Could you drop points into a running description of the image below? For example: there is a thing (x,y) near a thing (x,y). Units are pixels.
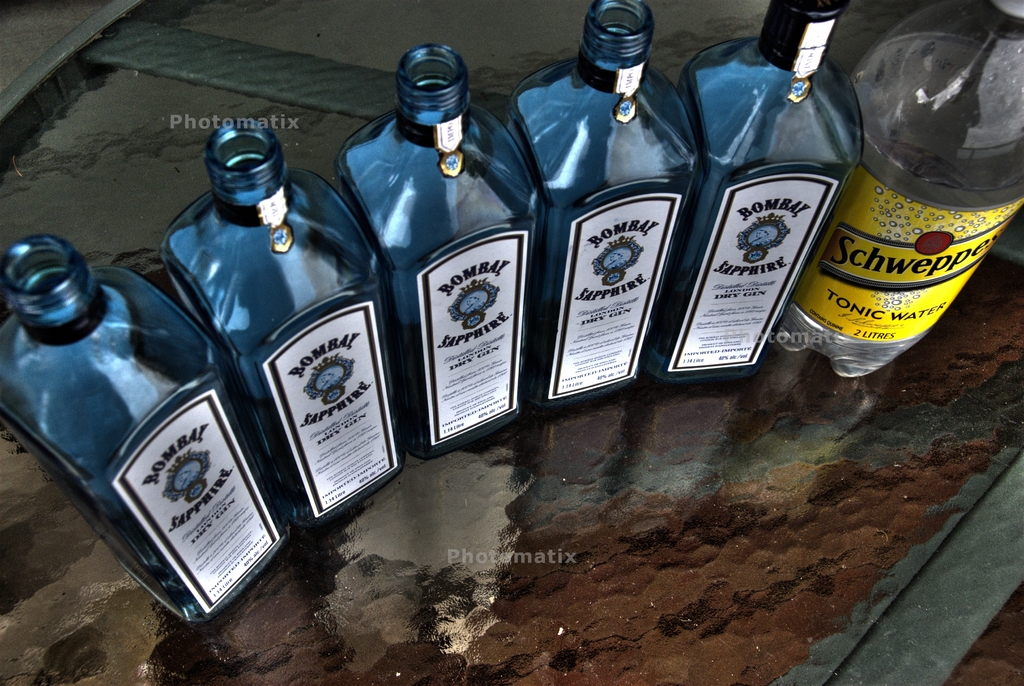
In this picture we can see some bottles (945,293) on the table (641,601).
